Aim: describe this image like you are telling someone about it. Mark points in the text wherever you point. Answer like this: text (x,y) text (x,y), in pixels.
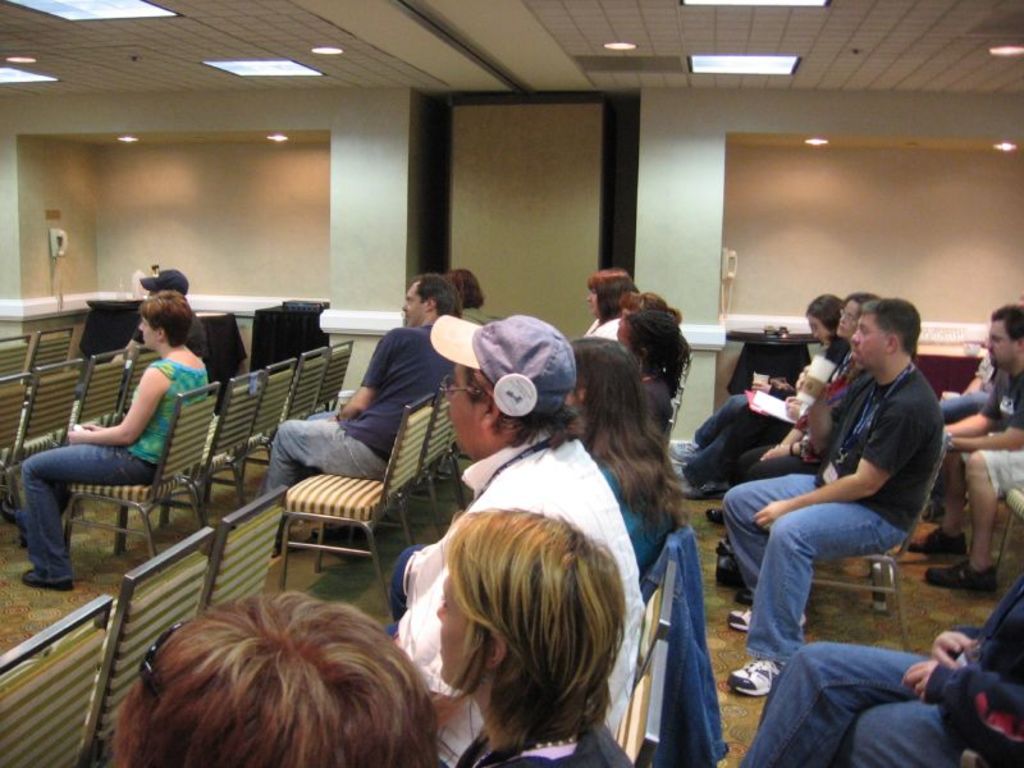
in the picture we can see the room (561,424) with different chairs (279,507), here we can see the people (494,486) sitting on the chair (296,543) and listening to someone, here we can see lights (98,5) present on the roof (466,27) of the wall (497,136).
